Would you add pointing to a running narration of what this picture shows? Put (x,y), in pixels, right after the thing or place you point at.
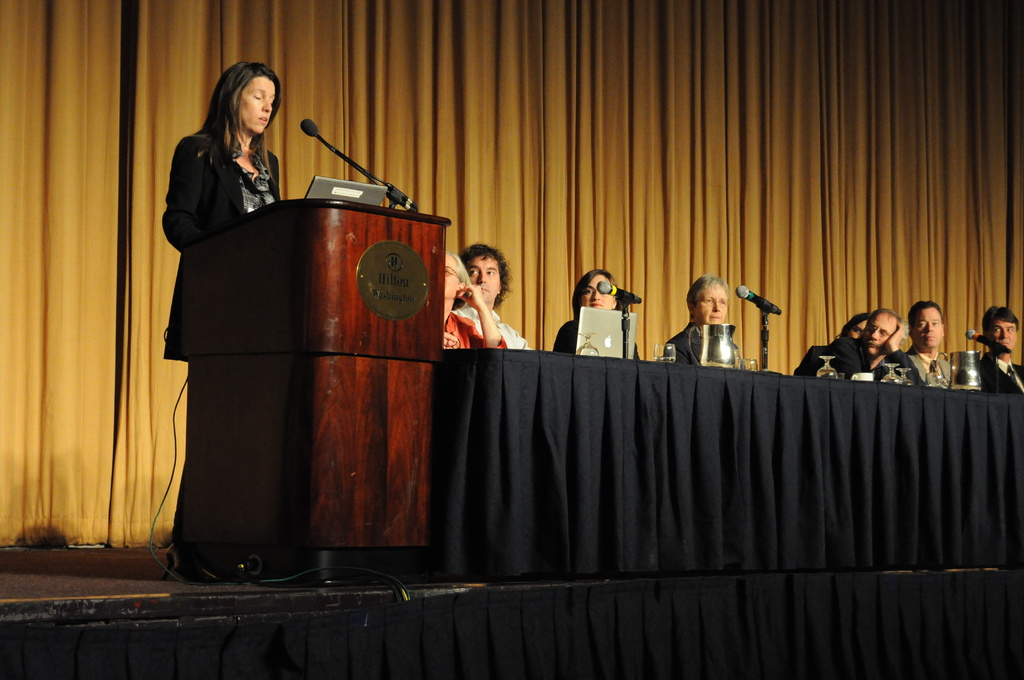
This picture is clicked inside. On the left (220,109) there is a woman (226,102) wearing black color blazer (215,192) and standing behind the wooden podium (330,352) and we can see a microphone (355,164) is attached to the podium (409,226). On the right (1008,374) we can see the group of people (878,335) seems to be sitting on the chairs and we can see the microphones (985,344), glasses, laptop (597,328) and some other items (705,352) are placed on the top of the table (693,506). In the background (758,111) we can see the curtains (542,140).
